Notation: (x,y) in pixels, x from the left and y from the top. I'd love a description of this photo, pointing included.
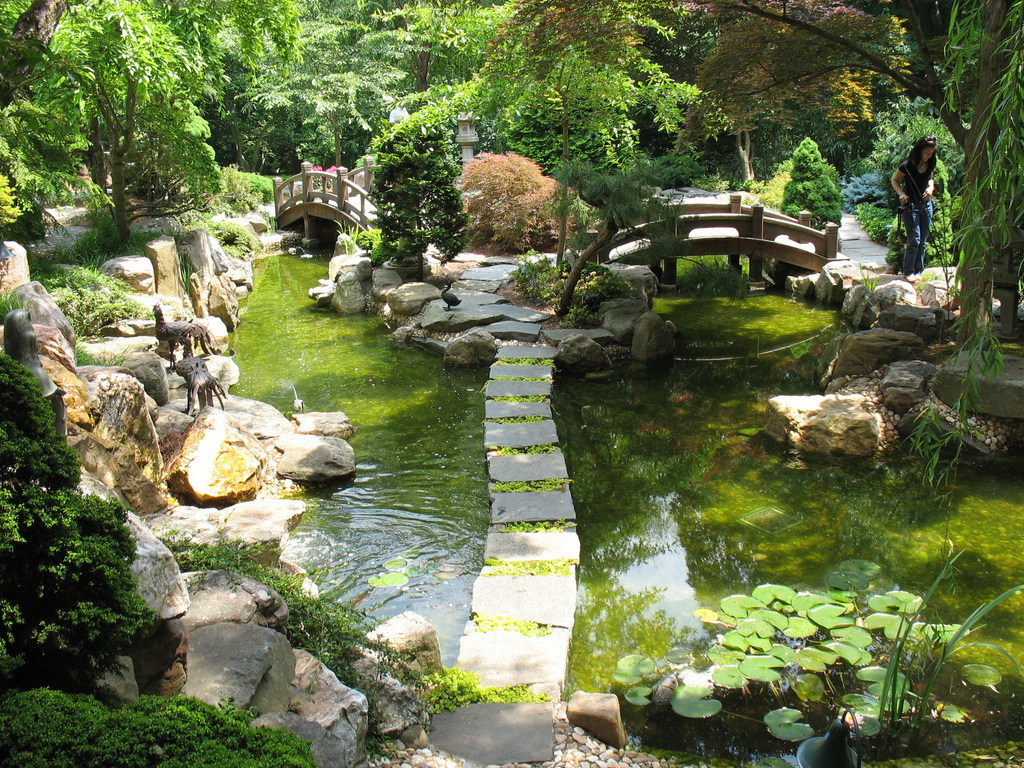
This is water (583,456), on the right side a beautiful woman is there and these are the mini bridges (334,192) and there are green trees (528,80).
